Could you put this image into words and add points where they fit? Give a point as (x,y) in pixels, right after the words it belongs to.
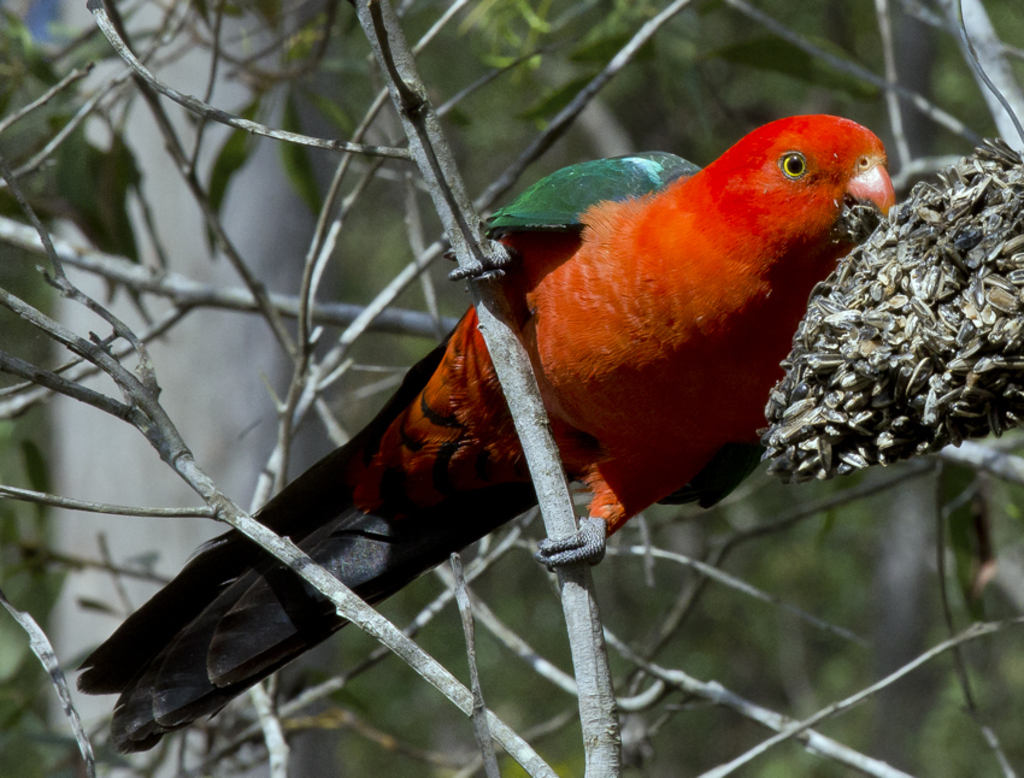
In this image we can see the parrot (676,294) on the branch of a tree (647,561). Here we can see the green leaves (229,151).
